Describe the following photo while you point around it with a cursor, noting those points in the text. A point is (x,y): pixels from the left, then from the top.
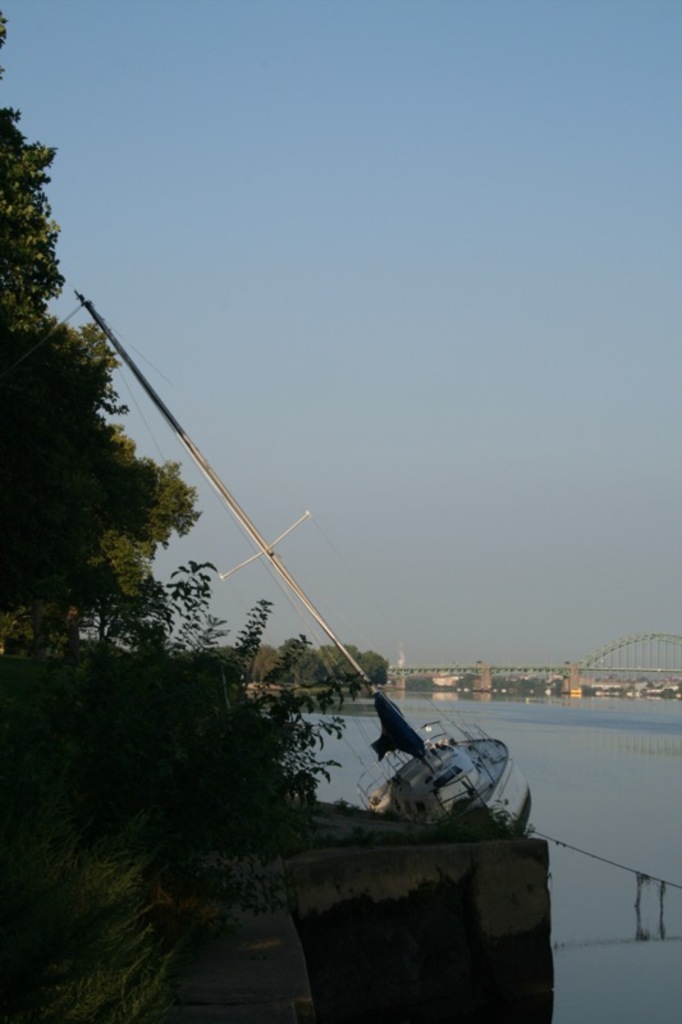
This picture is clicked outside. In the foreground (256,917) we can see the plants (133,788), trees (17,481) and the ground (359,899). In the center (358,667) we can see the boat (500,802) in the water body (570,812) and we can see the metal rods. In the background (382,316) we can see the sky (379,330), bridge (656,656), pillars (490,680), trees (353,655) and some objects (635,694).
